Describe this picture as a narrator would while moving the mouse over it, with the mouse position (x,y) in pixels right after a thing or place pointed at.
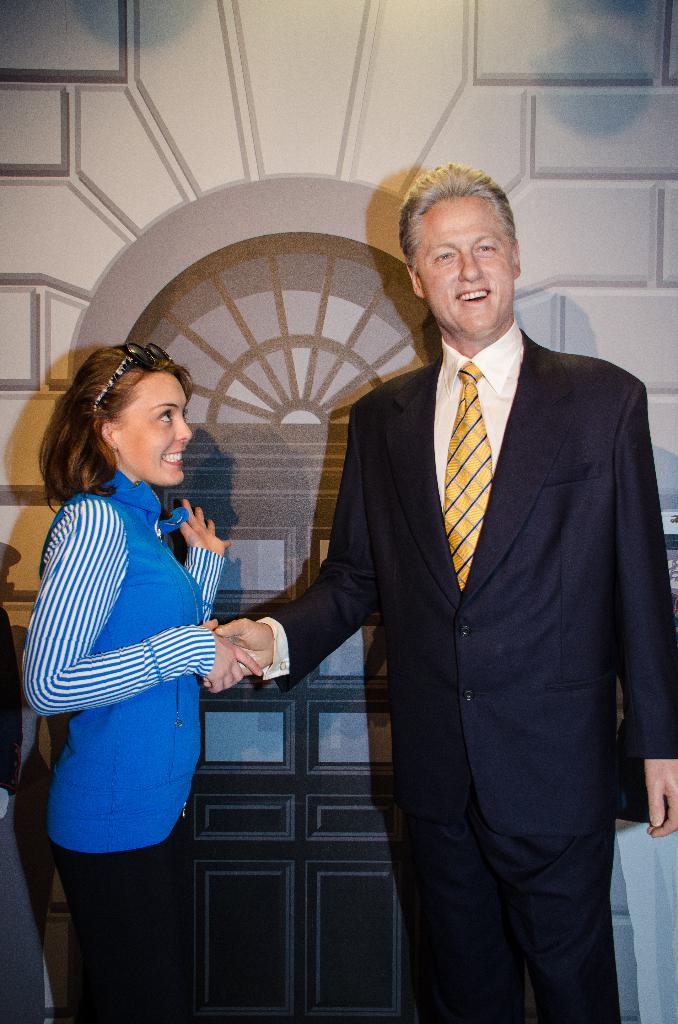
On the left side (115,660), there is a woman (157,622) in a blue color jacket (145,586), smiling, standing and shaking hands (264,626) with a person (450,497) who is in a suit (505,739) and is smiling and standing. In the background (642,287), there is a wall (583,222).
